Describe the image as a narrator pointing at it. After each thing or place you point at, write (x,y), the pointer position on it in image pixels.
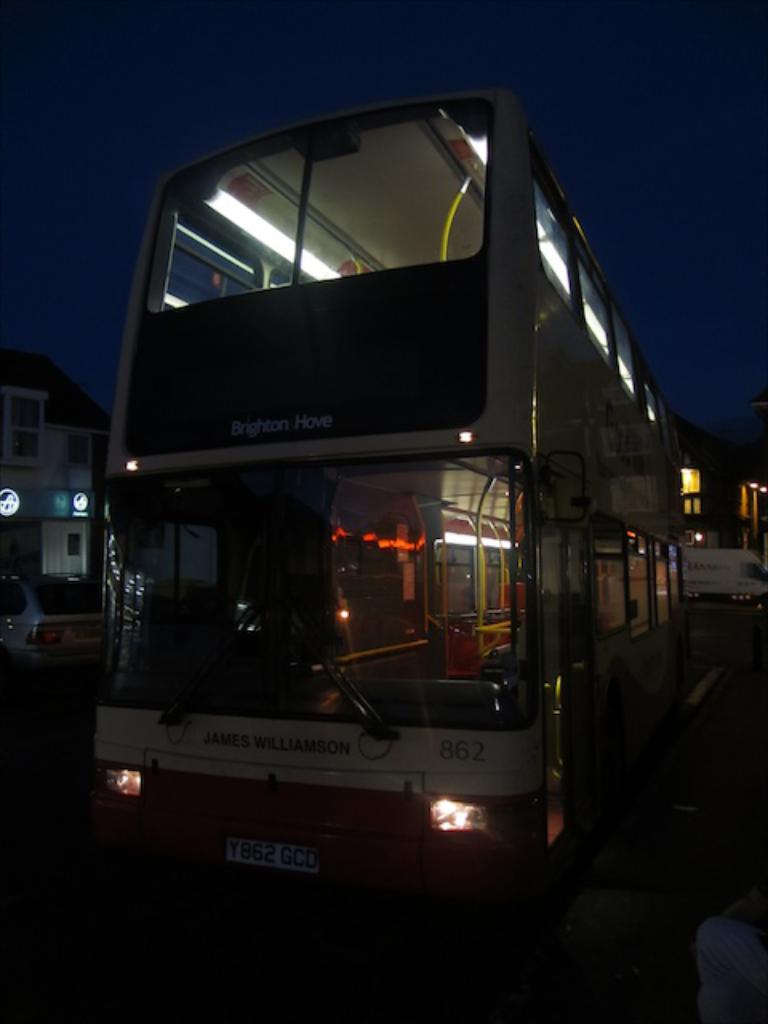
In this image we can see vehicles (258,602) on the road (281,899). In the background (17,426) we can see buildings (718,449), boards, lights (751,488), and sky (748,240).
